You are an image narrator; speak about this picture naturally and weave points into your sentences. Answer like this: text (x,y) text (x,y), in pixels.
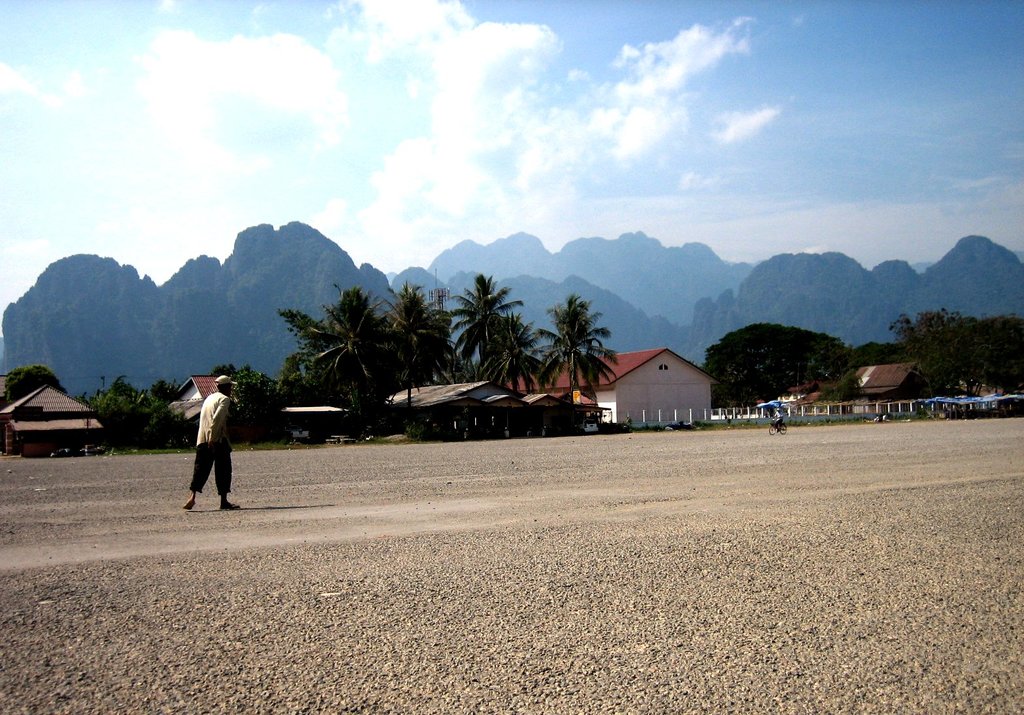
In this image we can see there is a person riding bicycle (769,430) and the other person (218,427) walking on the ground (743,431). And at the back (678,406) there are houses (445,409), trees (441,371) and the cloudy sky (607,132). And at the side, it looks like a shed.
